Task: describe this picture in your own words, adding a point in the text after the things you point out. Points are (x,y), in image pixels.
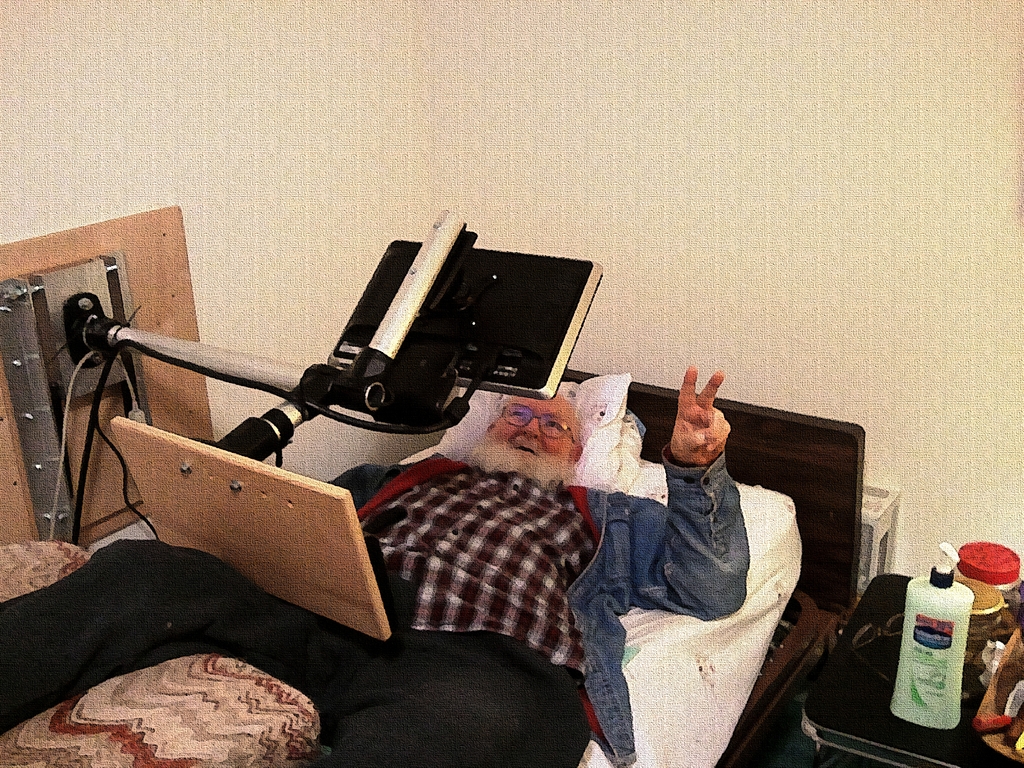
In this image there is a person (749,555), bed (712,699), table (821,711), television (500,324), stand (275,446), wall (246,403) and objects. Person (563,527) is lying on the bed (812,461). On the table (843,723) there are objects (933,666).
